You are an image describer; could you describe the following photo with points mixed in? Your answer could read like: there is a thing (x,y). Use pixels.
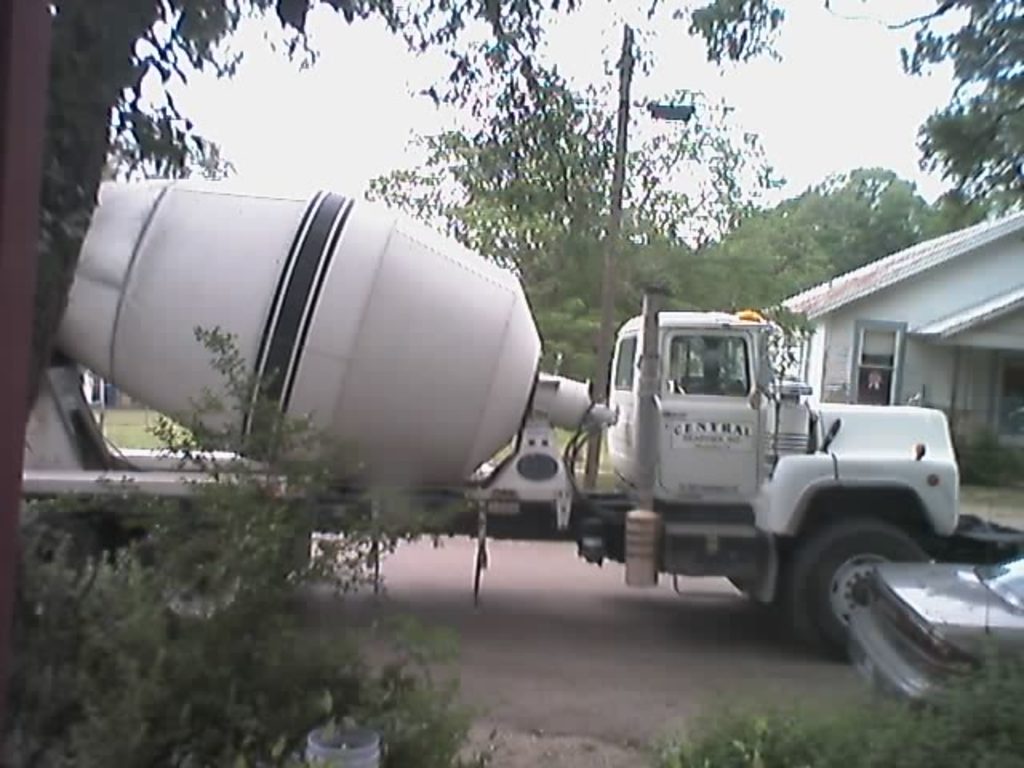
In this image we can see a cement mixer machine (774,468) and a car (950,644) parked on the road (663,586). In the foreground of the image (1018,704) we can see a group of plants (324,685). In the background (844,293), we can see a building (854,280), pole (610,243) and group of trees (582,125) and sky (312,139).
